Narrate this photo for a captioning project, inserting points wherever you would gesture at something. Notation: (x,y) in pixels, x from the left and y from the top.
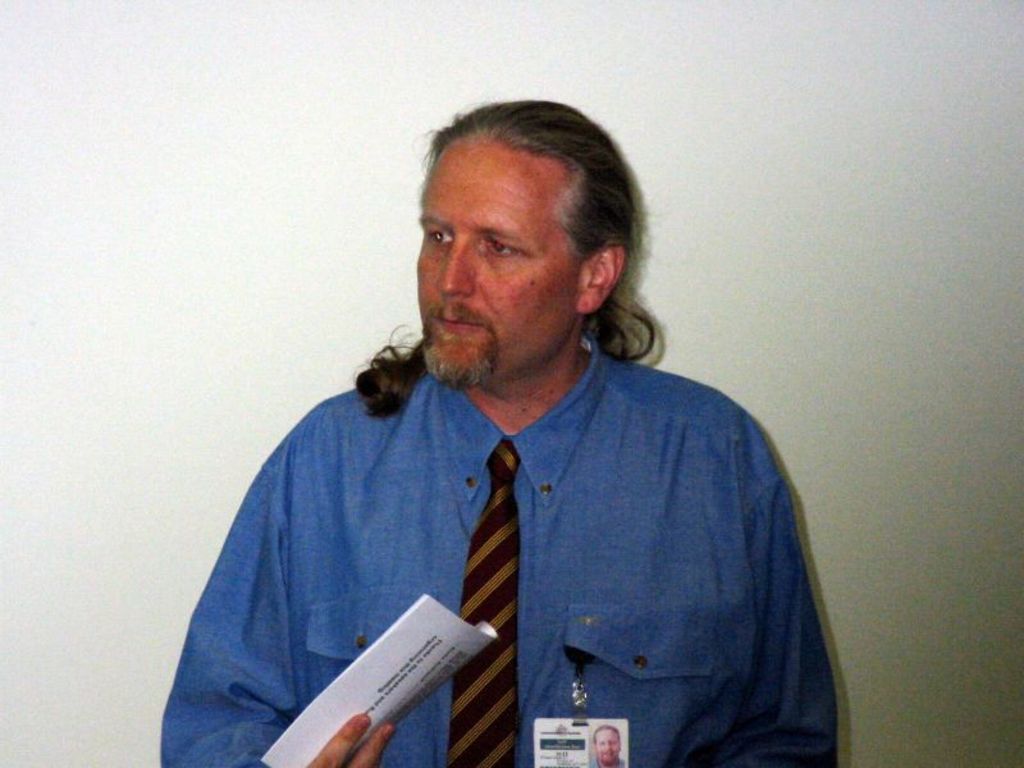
In this image I can see the person (324,675) holding few papers (406,675) and the person (573,652) is wearing blue shirt (571,521) and brown color tie (490,539) and I can see the white color background (595,3).
